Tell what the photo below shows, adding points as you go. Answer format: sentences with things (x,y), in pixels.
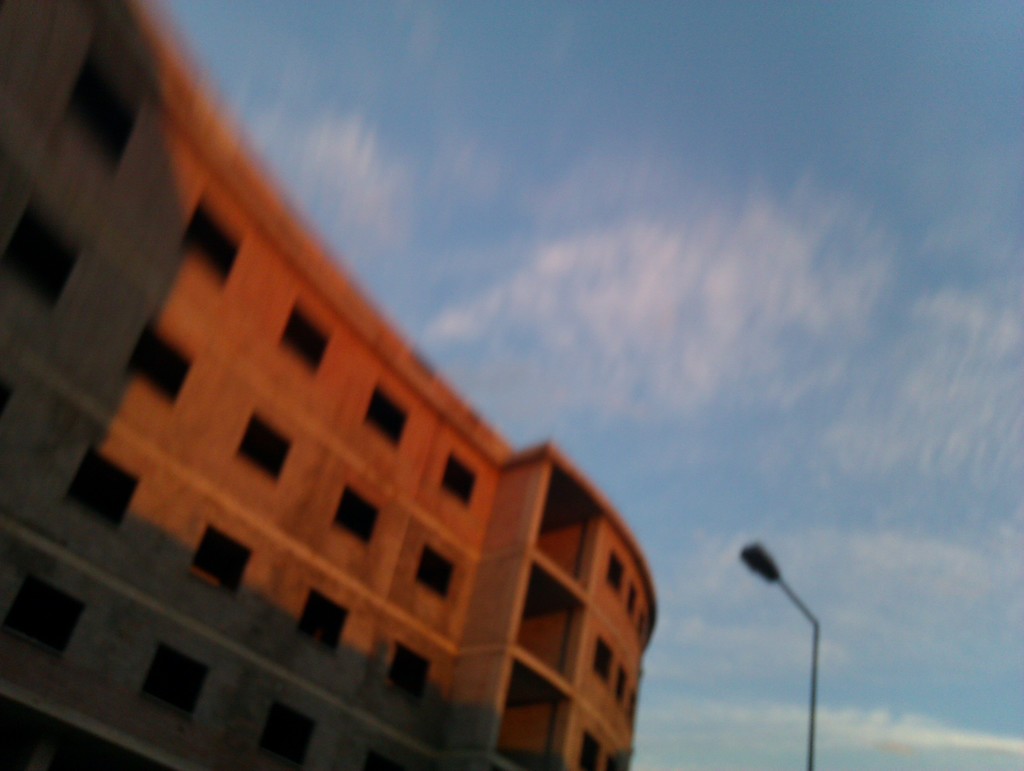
In this image there is a building (308,449). On the right (814,715) there is a pole (811,753). In the background (642,289) there is sky (655,240).
